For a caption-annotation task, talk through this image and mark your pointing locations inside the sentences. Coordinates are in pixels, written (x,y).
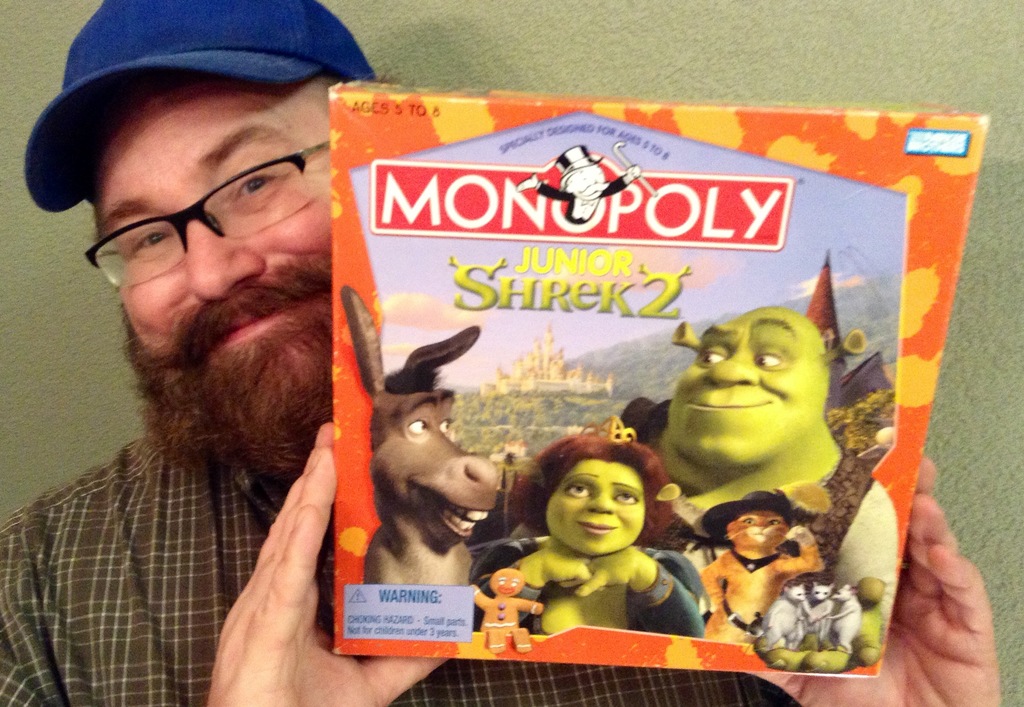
In this image I can see a person (259,232) and the person (304,519) is holding a cardboard box (885,319) and the person (168,542) is wearing brown color shirt (231,504) and blue color cap (315,63) and I can see few cartoon faces (441,448) on the cardboard box (655,344), background (640,45) the wall (613,24) is in gray color.
